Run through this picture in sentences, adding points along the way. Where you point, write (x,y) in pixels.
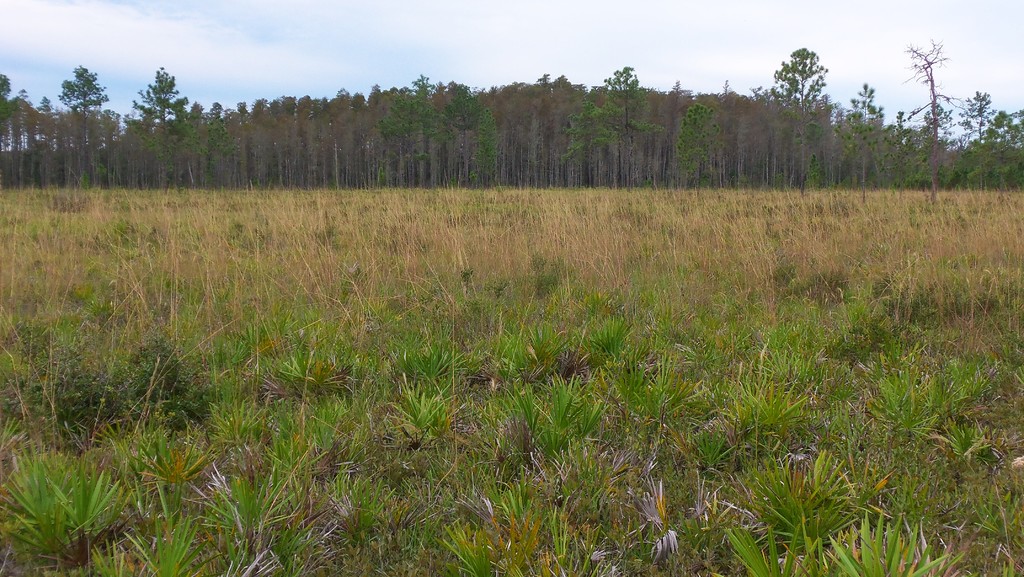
In this image I see the plants (440,364) and the grass (450,240). In the background (70,60) I see the trees (289,104) and the cloudy sky (787,52).
